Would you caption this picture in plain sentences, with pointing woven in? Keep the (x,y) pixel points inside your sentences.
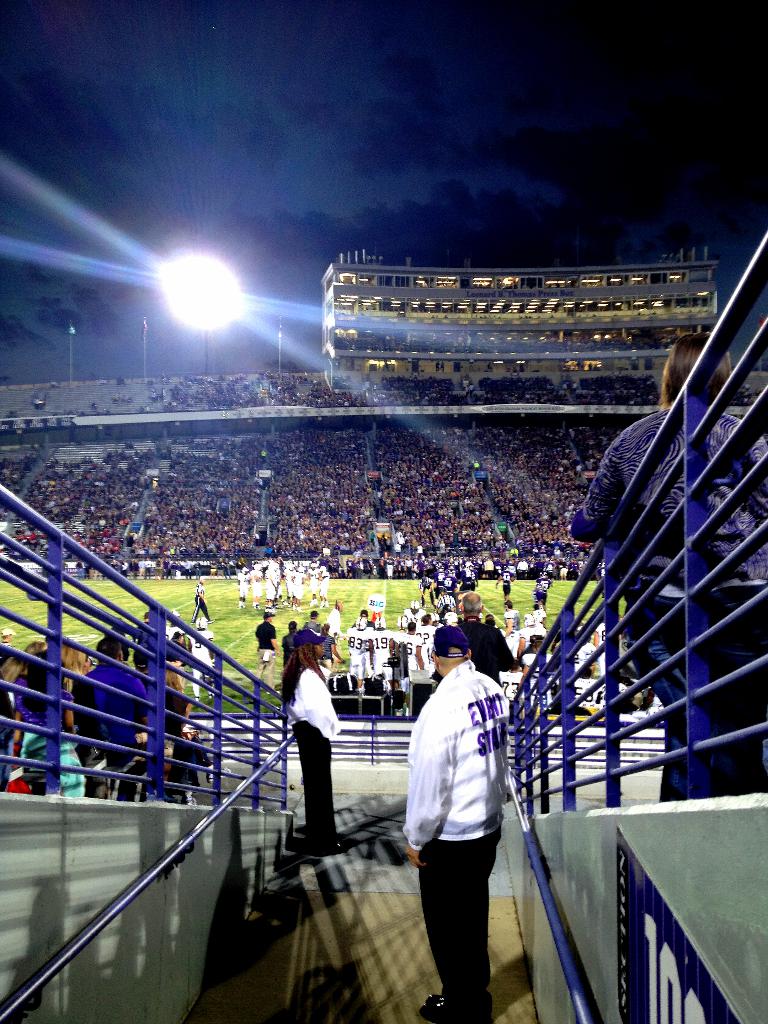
In the center of the image (343,455) we can see a group of people (418,501) are present in the stadium (600,411). At the top of the image (449,169) we can see sky (358,201), light (233,288), pole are there. In the middle of the image (306,591) ground (231,605) is there. On the left (56,676) and right side of the image (669,667) stairs (52,751) are present. At the bottom of the image (381,801) floor (375,808) is there.
